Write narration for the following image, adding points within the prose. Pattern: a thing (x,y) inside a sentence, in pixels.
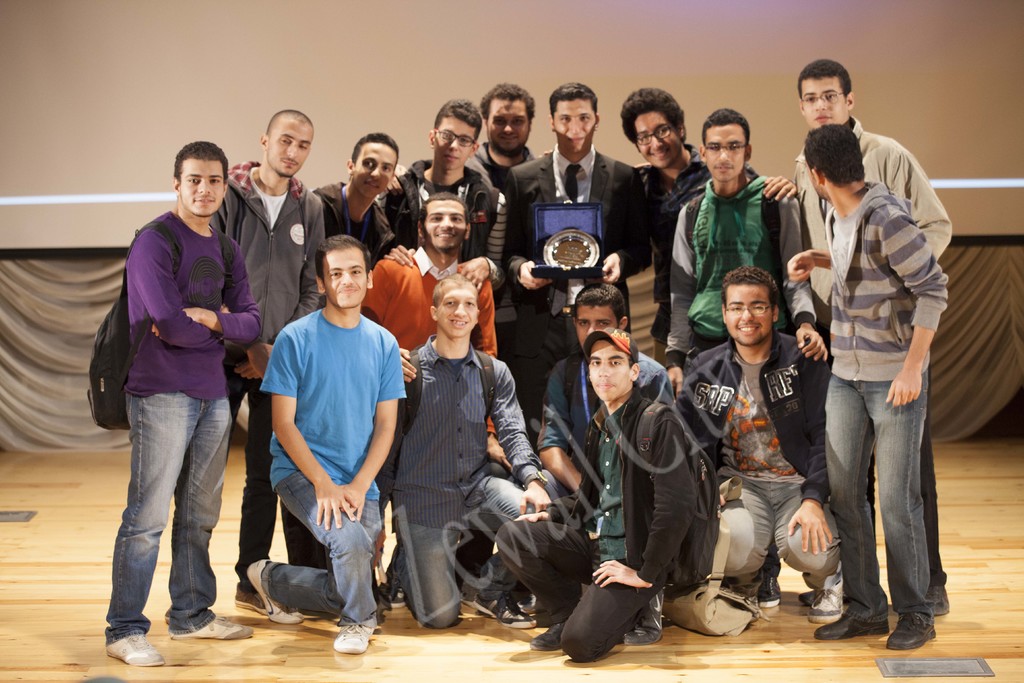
In this image we can see group of people (534,479) and one of them is holding a trophy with his hands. Here we can see floor (85,574). In the background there is a wall (442,32).
